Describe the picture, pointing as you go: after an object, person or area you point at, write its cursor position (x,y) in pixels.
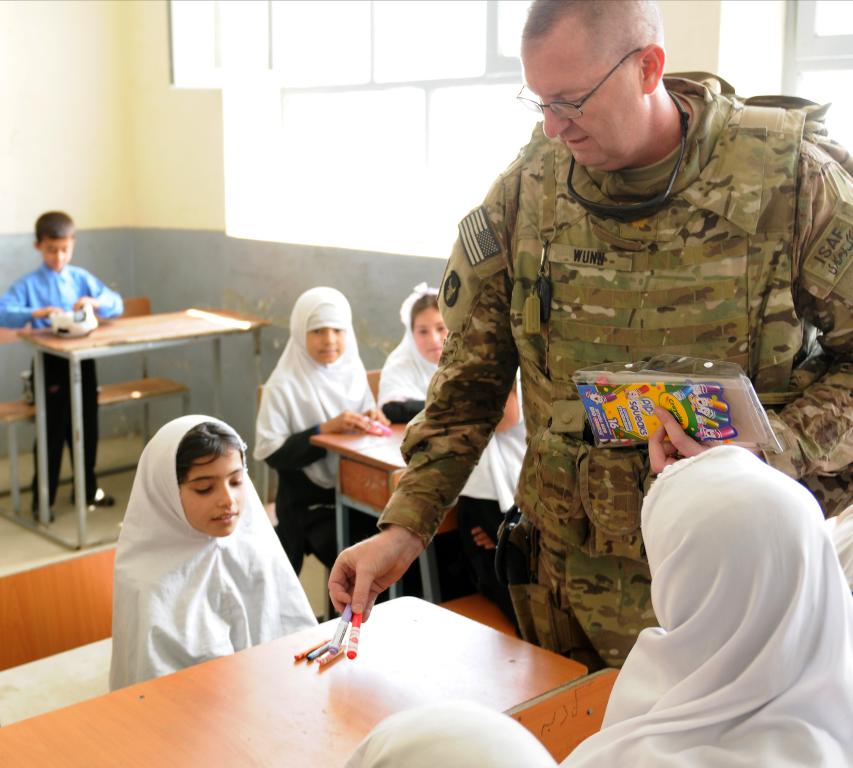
This picture describes about group of people (302,621) few are seated on the chair (80,606) and a man (755,338) is holding color pencils (701,399) in his hand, and he is distributing pencils (328,654) to the children (300,551).
